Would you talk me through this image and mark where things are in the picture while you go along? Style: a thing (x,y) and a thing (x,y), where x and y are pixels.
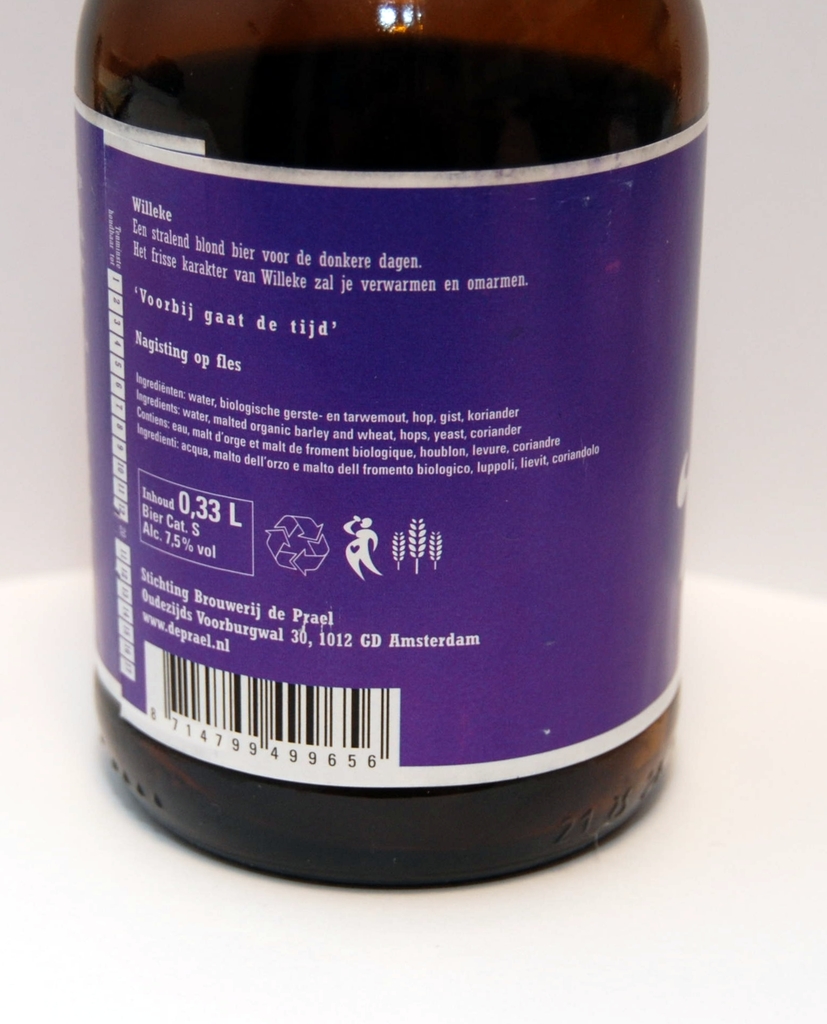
In this image i can see a bottle (454,511) on a table (756,931).
